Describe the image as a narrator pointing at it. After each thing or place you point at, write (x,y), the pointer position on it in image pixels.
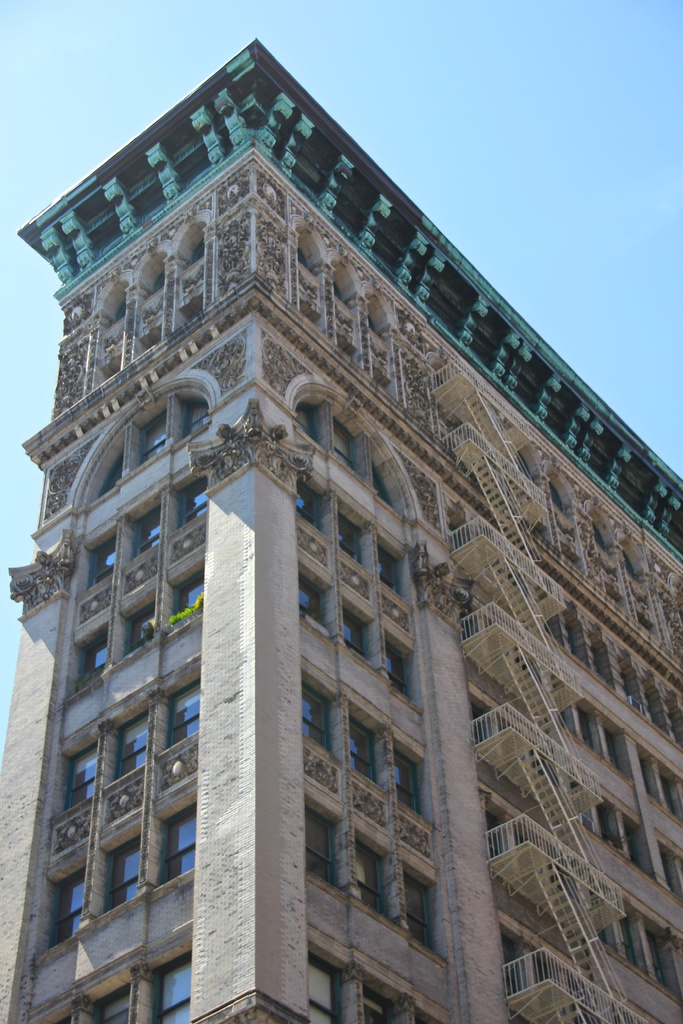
In this picture I can see a building (305,589) with windows (349,615) and staircases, and in the background (392,60) there is the sky (80,60).
